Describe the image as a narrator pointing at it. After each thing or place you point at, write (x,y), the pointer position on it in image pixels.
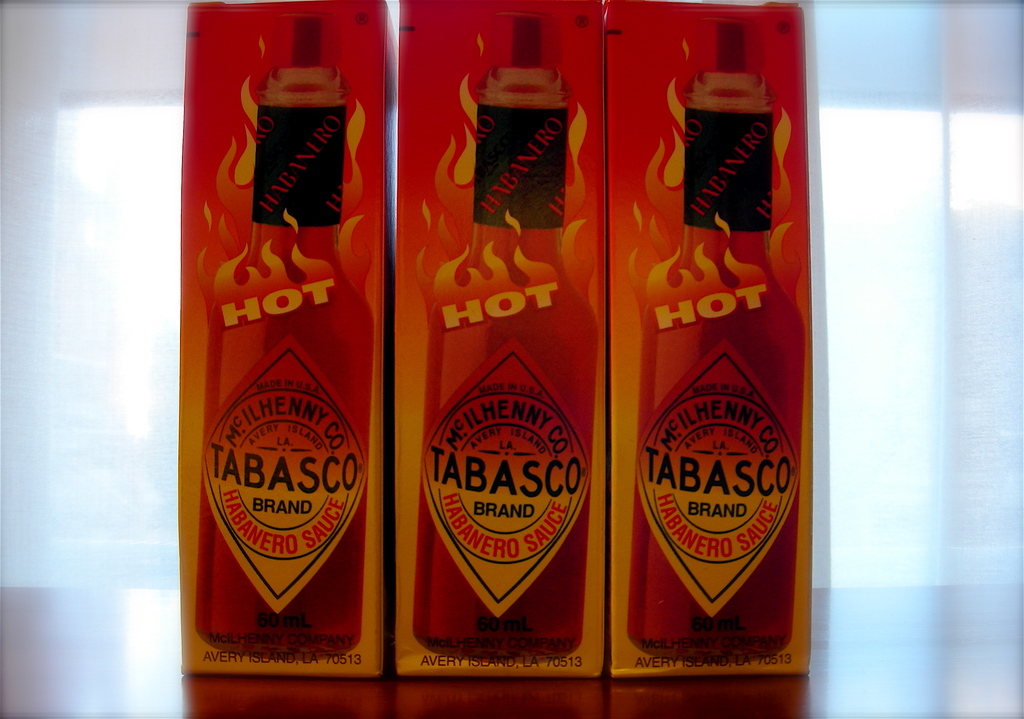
In the foreground of the picture (124,684) there are three packets (458,331) on a table (472,692). The background (49,476) is blurred.
